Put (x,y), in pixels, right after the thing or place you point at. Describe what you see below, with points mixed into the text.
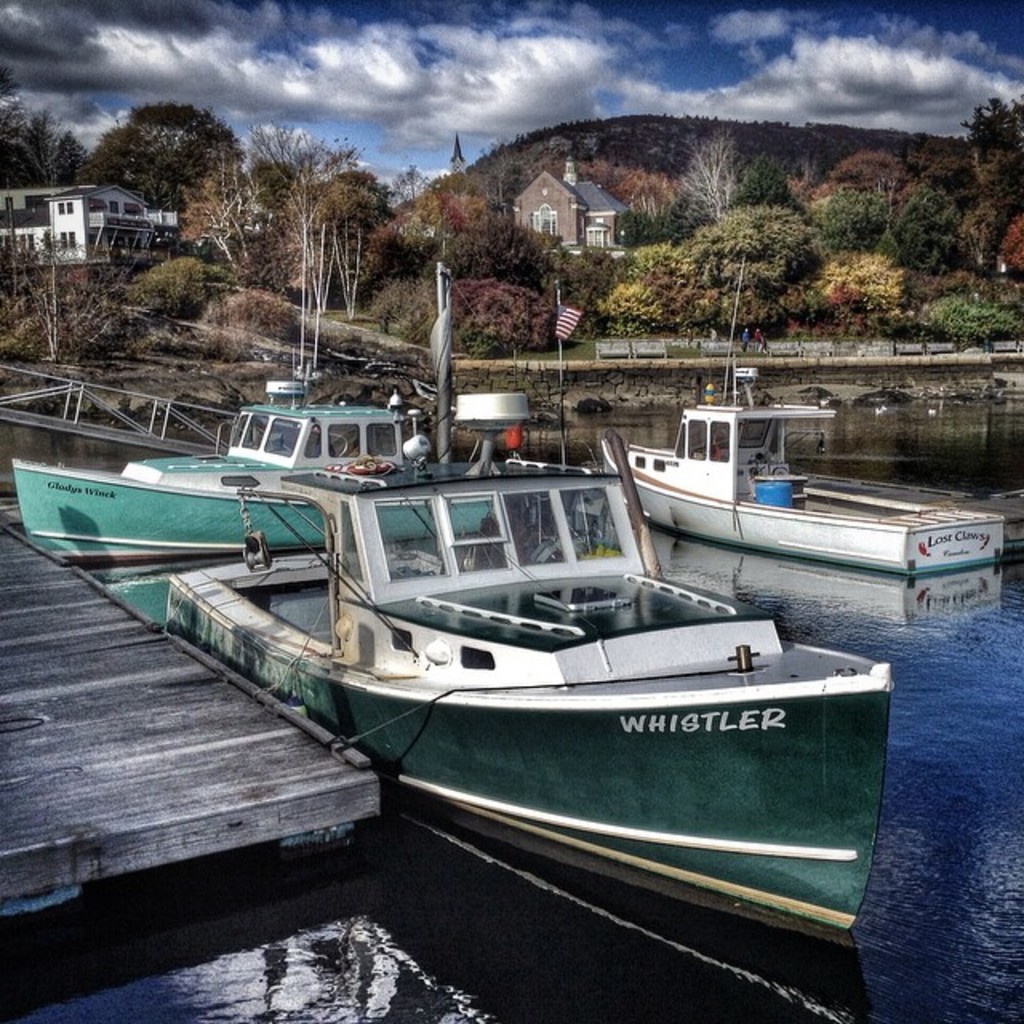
In the image we can see there are many boats (862,679) in the water (803,434). This is a wooden surface (54,777), grass (575,348), trees (497,249), path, mountain (652,153), the flag (564,319) of a country and a cloudy sky (535,72). We can see there are even buildings (574,199).
